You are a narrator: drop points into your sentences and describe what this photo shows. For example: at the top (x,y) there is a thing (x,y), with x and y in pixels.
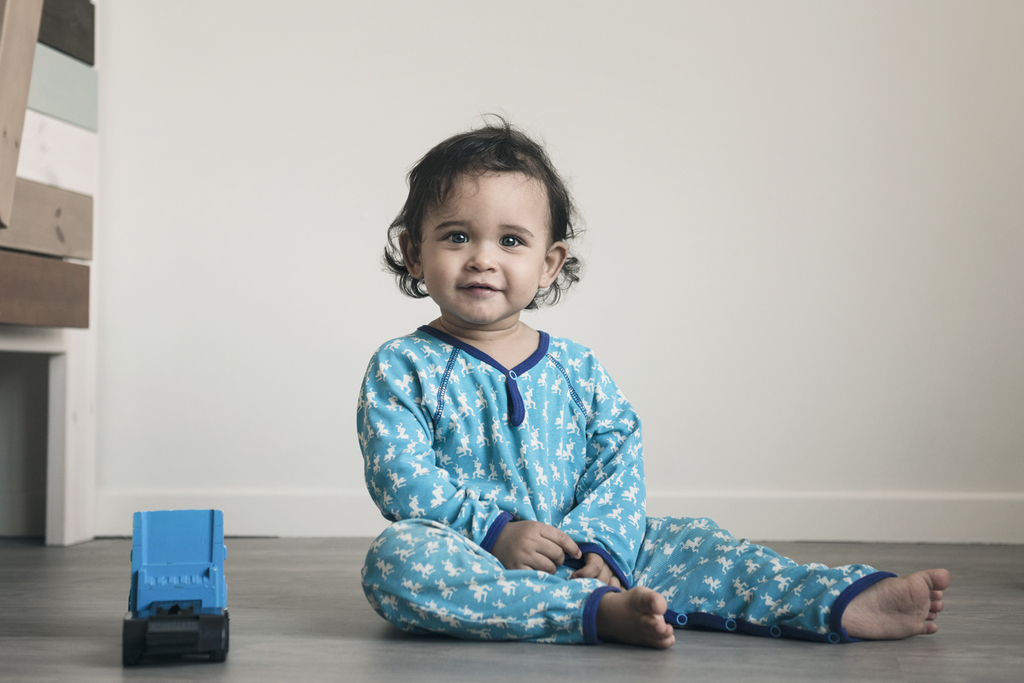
In this picture we can see a kid (427,475) is sitting on the floor (358,665) and on the left side of the kid (426,392) there is a toy (183,586). Behind the kid (437,382) there is a wall (888,186).
